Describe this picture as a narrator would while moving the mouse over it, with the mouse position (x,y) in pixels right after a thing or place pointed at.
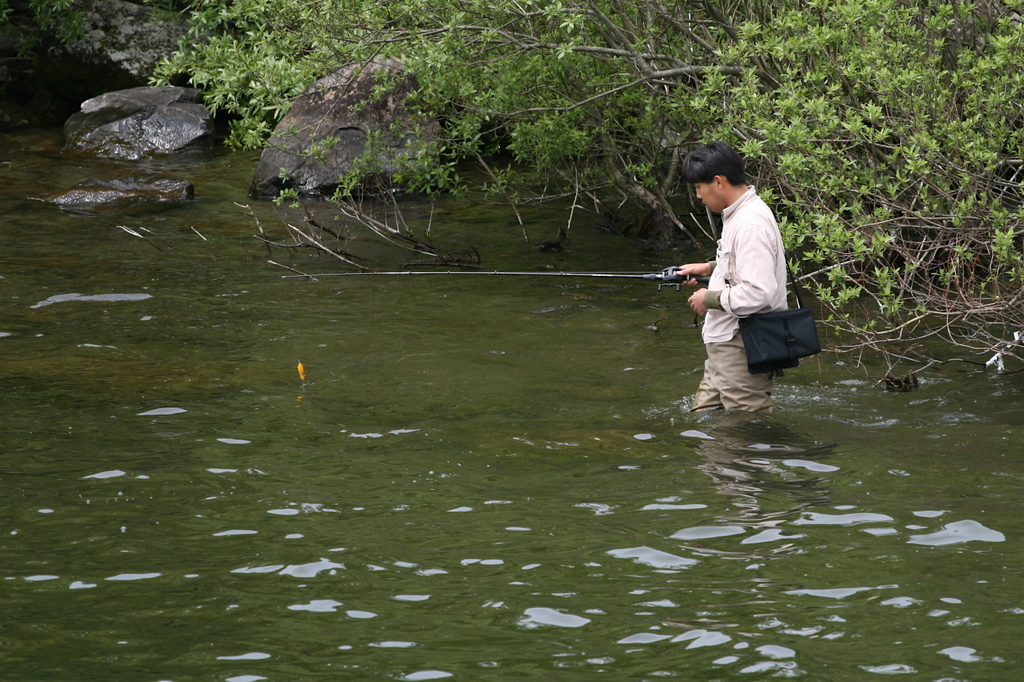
In this picture we can see a person (779,283) standing in water (819,398), he is holding a stick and in the background (766,177) we can see trees (168,68).
